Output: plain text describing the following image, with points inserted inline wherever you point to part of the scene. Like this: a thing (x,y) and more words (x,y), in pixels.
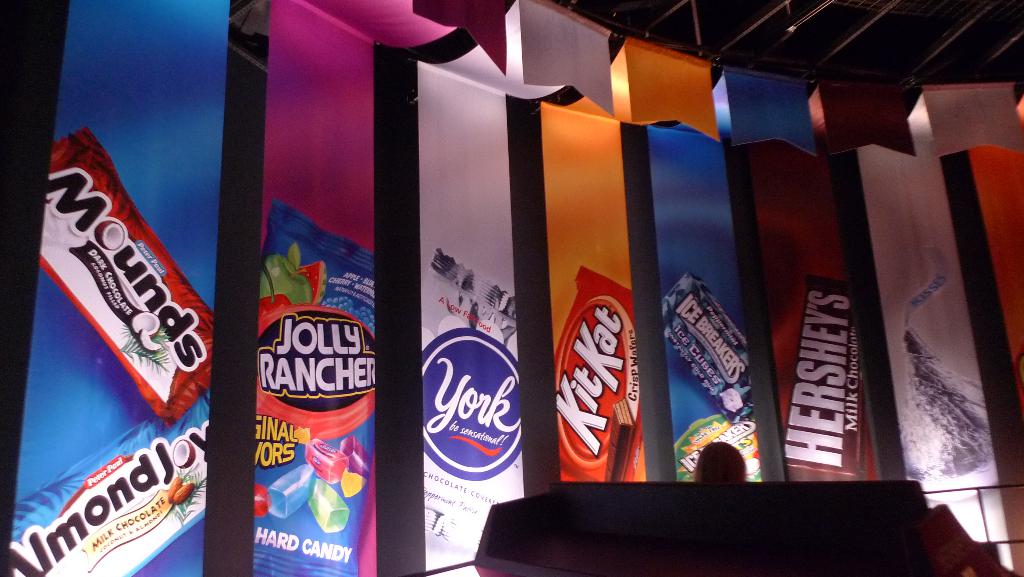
In this image, we can see few banners (694,270). Top of the image (849,75), there are few rods (821,70) and ropes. At the bottom (683,541), we can see some black color object (716,527). Here can see a human head (725,465).
